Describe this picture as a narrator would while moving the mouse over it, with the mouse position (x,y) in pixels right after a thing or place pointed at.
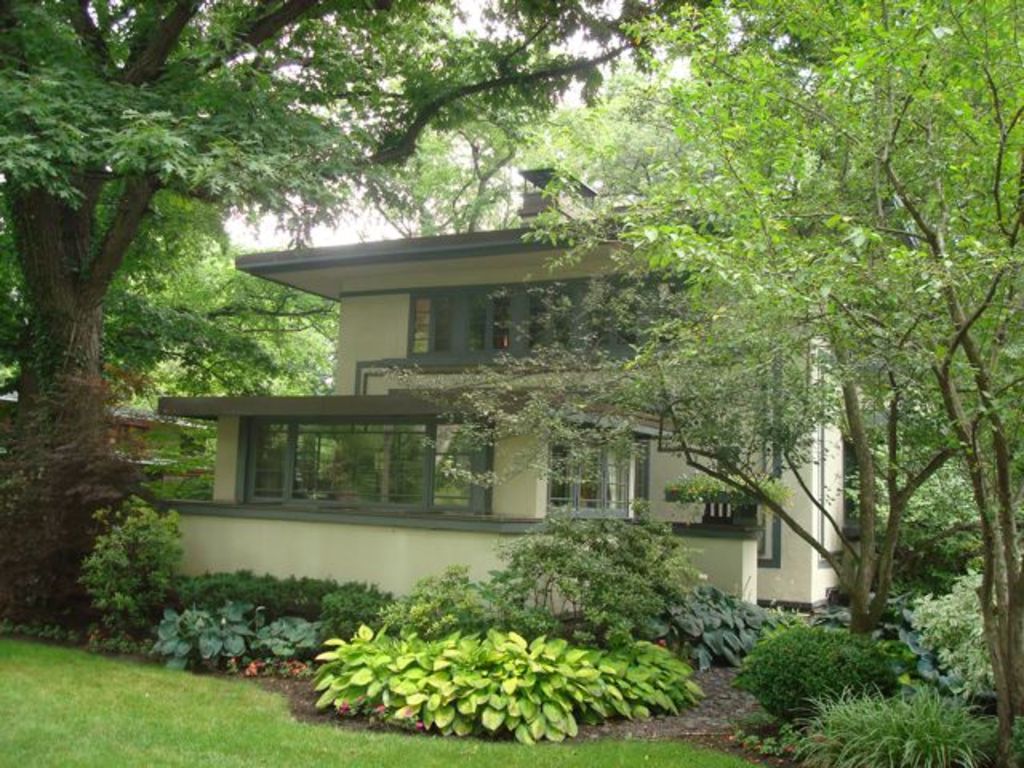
In this image we can see buildings (514,482), shrubs (632,623), bushes (652,611), trees (700,203) and sky (291,78).
